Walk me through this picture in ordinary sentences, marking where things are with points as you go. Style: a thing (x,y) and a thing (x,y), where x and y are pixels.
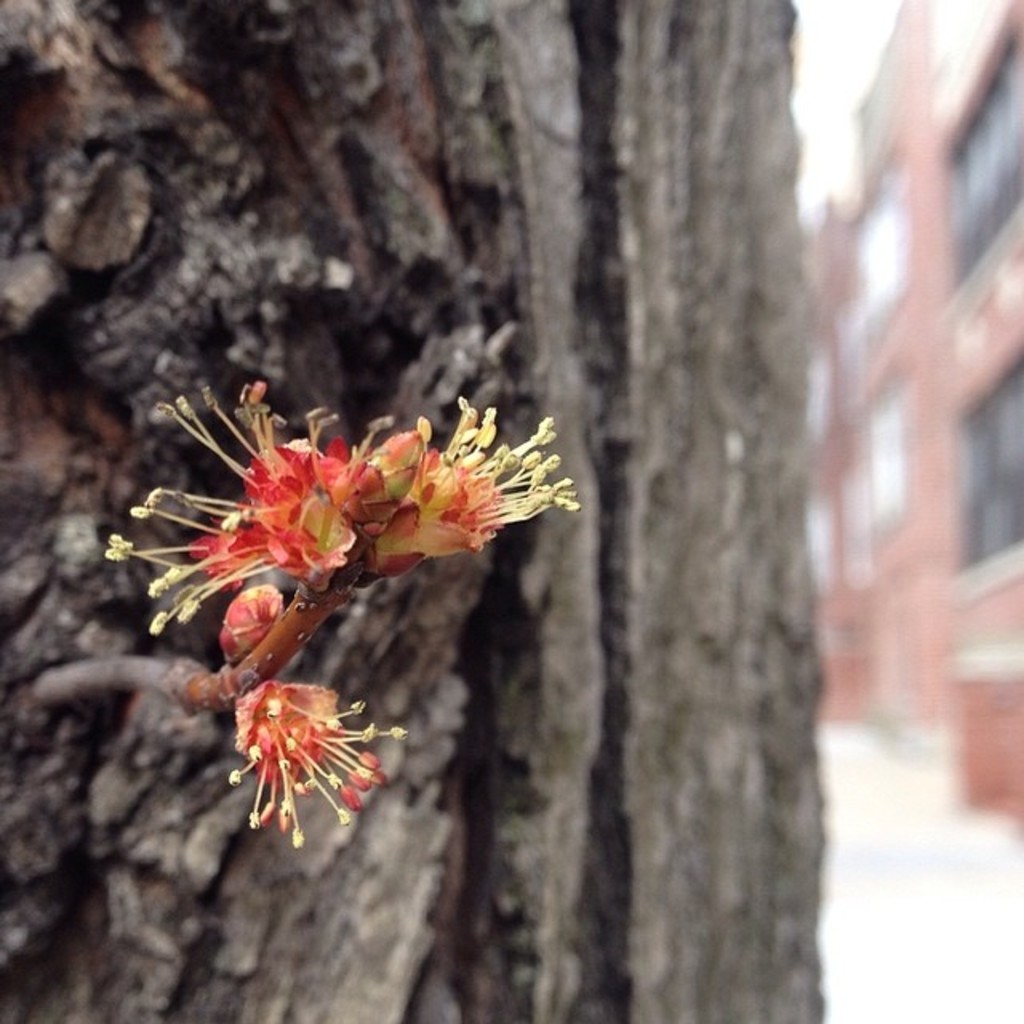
In this image we can see a flowers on the tree (192,330), on the right side (838,423) we can see a building (889,546).
